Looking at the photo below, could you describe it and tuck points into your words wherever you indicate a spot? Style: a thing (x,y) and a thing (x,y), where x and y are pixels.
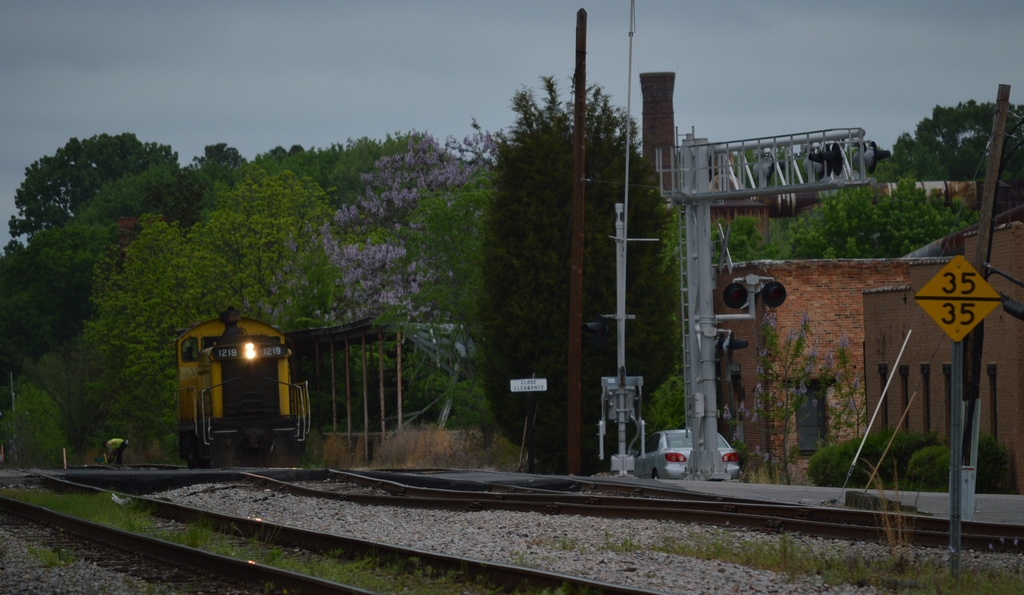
In this image we can see a train engine (205,332). There are trees (338,201). There is a railway track (178,520). There are poles (575,282). There is a sign board (955,300).
